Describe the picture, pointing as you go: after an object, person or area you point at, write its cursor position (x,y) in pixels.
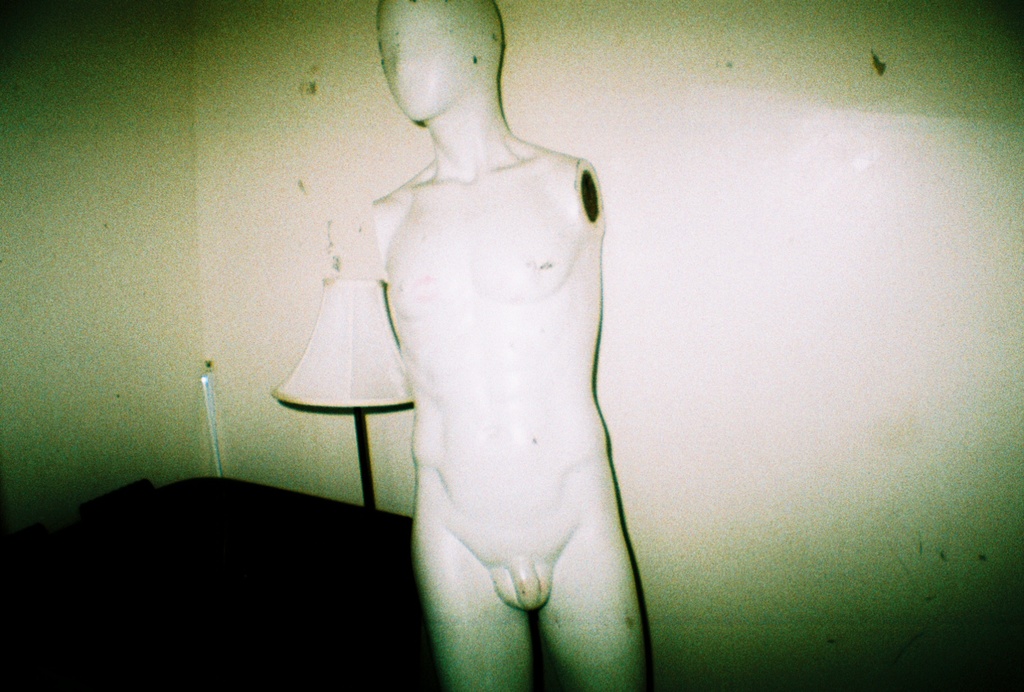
In this picture we can see an object (400,660), mannequin (558,371), lamp (401,402) and in the background (298,60) we can see walls (283,247).
